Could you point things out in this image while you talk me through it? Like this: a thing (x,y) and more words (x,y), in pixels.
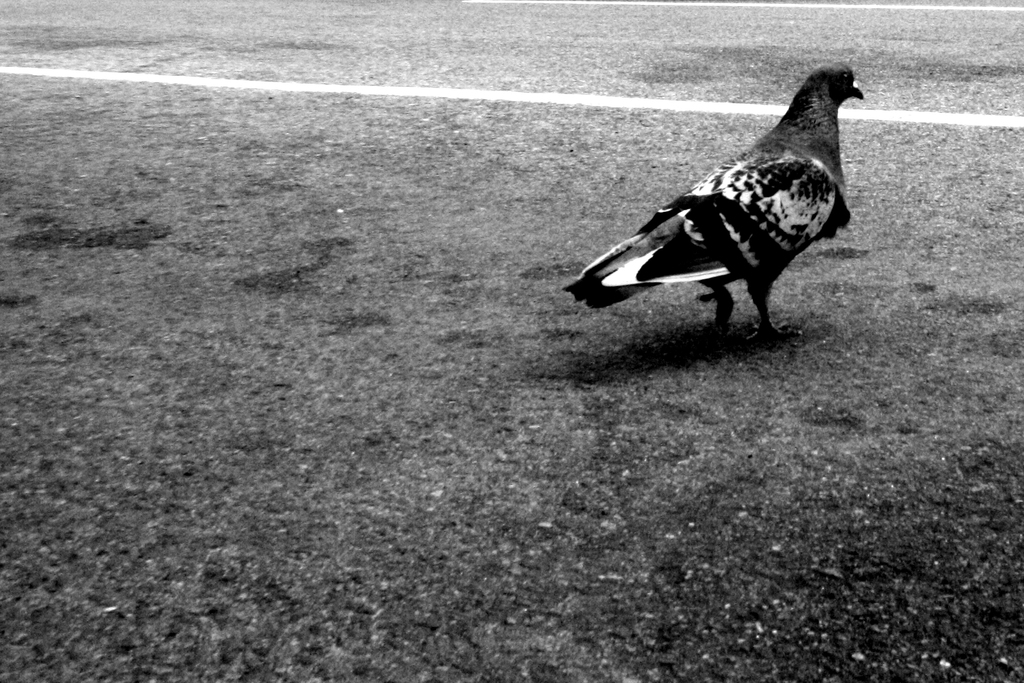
This is a black and white image. There is one dove (708,188) on the road (449,260) as we can see on the right side of this image (816,132).
